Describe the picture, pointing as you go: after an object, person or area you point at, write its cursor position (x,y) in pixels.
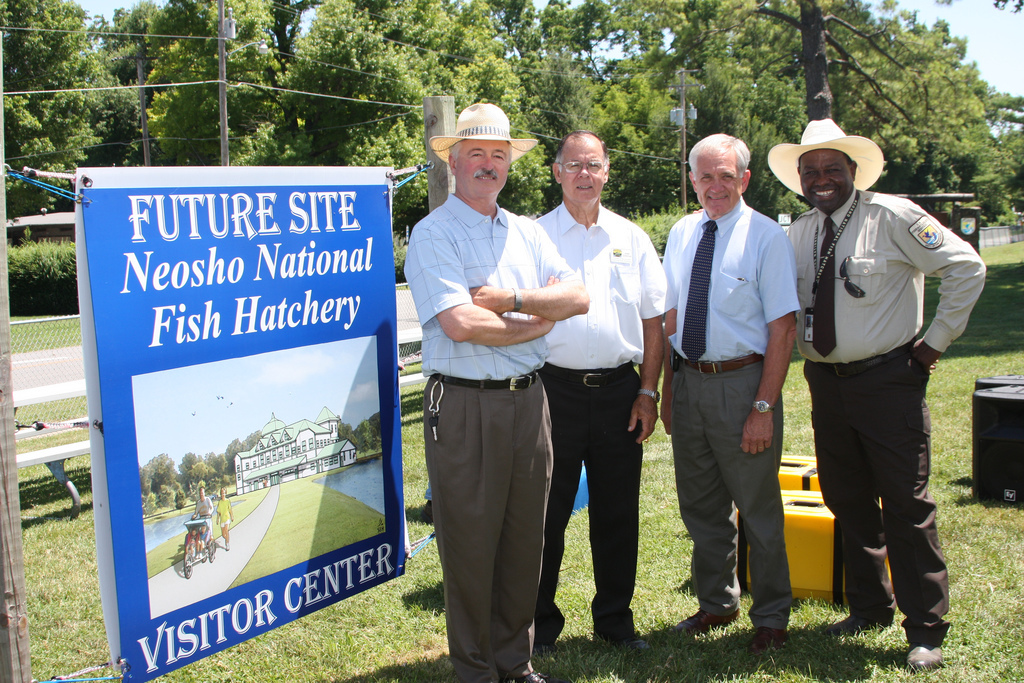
In this image in the center (585,352) there are persons (641,343) standing and smiling and in the front (212,422) there is a board (254,452) with some text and images (272,508) on it. In the background (200,111) there are trees (737,99), there is grass (1004,306) on the ground (1000,318), there are objects (990,421) on the ground (795,405) which are yellow, black and blue in colour and there is an empty bench (31,433).
